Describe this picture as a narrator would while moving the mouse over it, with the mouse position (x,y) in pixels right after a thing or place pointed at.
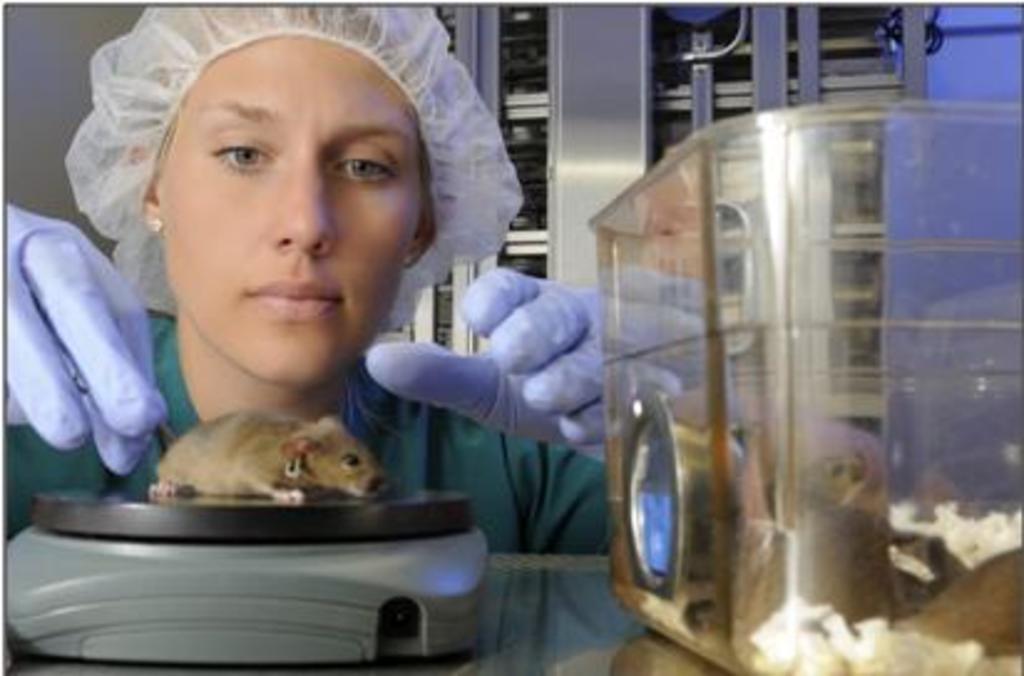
There is a mouse (302,438) on an object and a box (729,311) in the foreground area of the image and a woman (360,291) behind it, there is an object (550,177) in the background (605,184).
